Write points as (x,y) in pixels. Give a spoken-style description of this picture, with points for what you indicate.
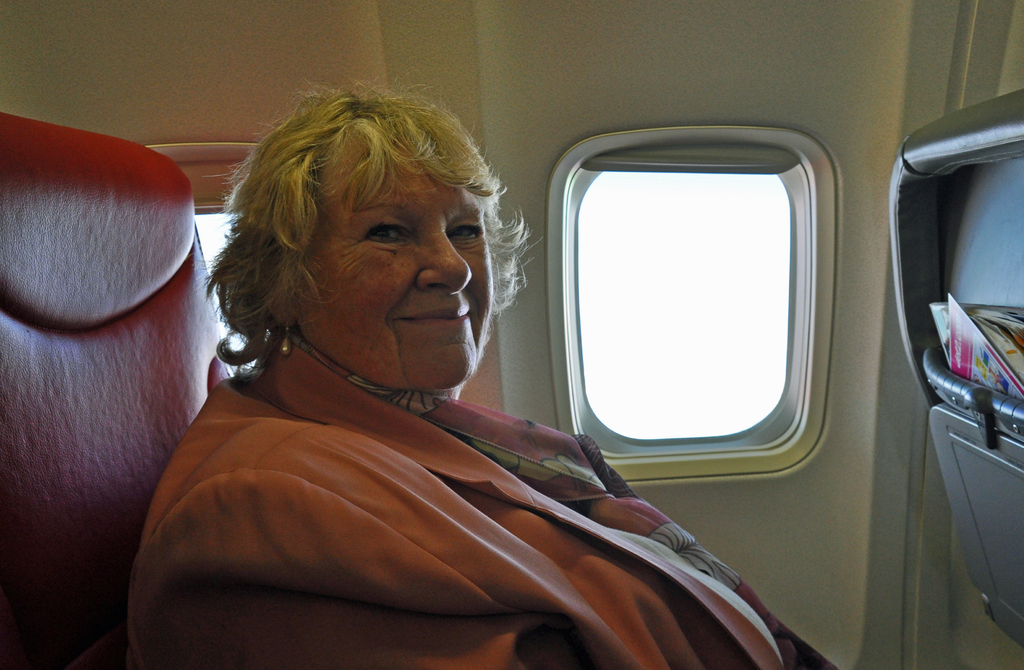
There is a lady (365,510) wearing scarf (607,504) is sitting and smiling. This is inside a flight (784,448). Also we can see a window (629,317). On the right side (972,359) there are books (943,326) in a box (1015,417).
